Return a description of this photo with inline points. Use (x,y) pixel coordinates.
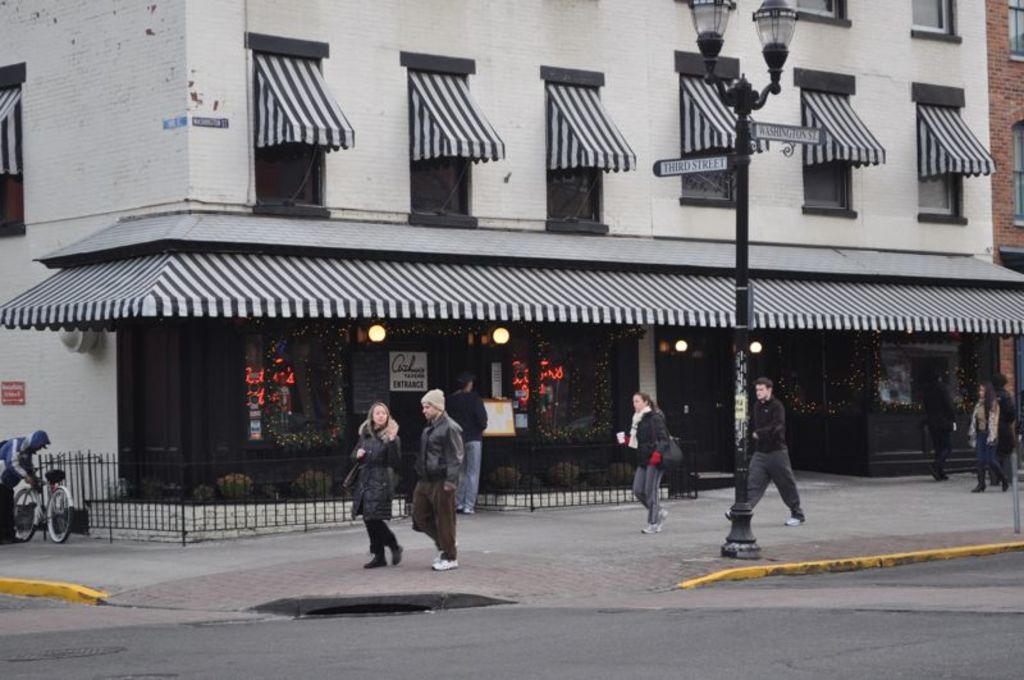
In this image I can see here few people (360,475) are walking on the foot path (581,549). It looks like a store (615,252), there are lights (336,349) in it. In the middle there are street lamps (744,104), on the left side (45,507) a man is holding the bicycle (58,504).
